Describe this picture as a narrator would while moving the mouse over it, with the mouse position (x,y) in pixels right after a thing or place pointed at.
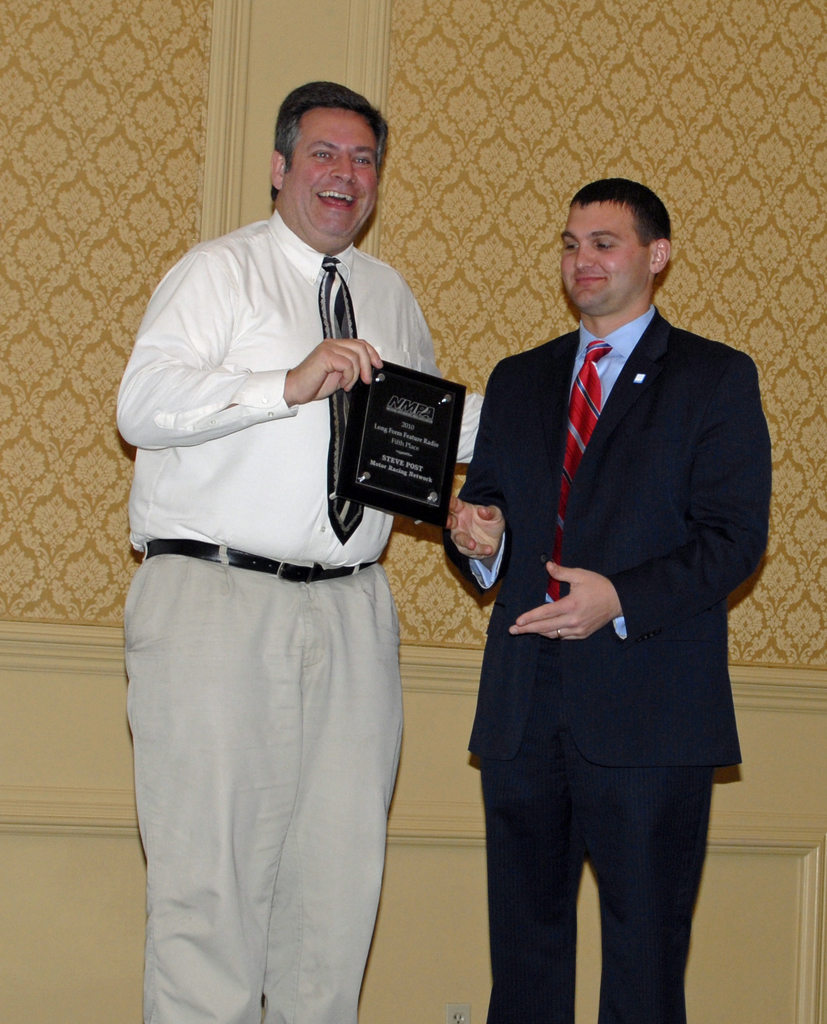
In this image there are two men (378,560) standing together in which one of them is holding shield (349,475), behind them there is a wall (123,545).
